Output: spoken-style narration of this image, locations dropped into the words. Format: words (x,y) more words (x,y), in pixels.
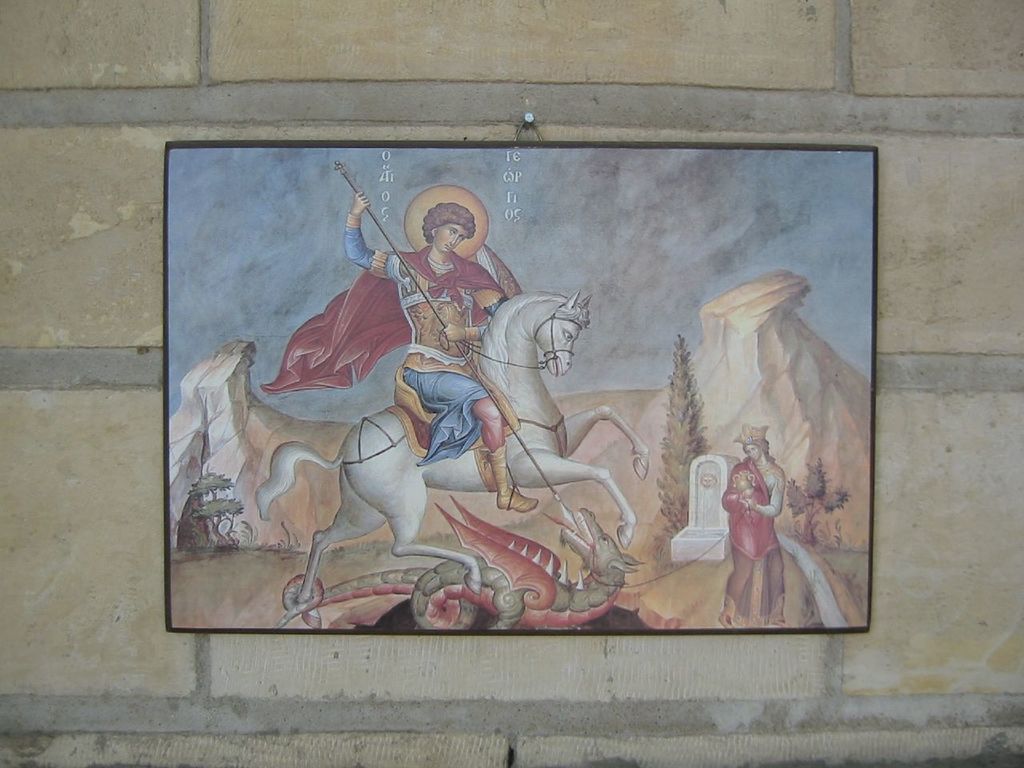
In this image, we can see a painting (572,205) of a frame (764,630) which is attached to a wall (1001,526). In the painting (455,315), we can see a man (463,307) riding on the horse (483,378). On the right side of the painting (816,396), we can also see another person (772,620), rocks (817,395), trees (688,461). At the bottom of the painting (552,614), we can also see an animal (619,579). In the background of the painting (629,296), we can see blue color.
